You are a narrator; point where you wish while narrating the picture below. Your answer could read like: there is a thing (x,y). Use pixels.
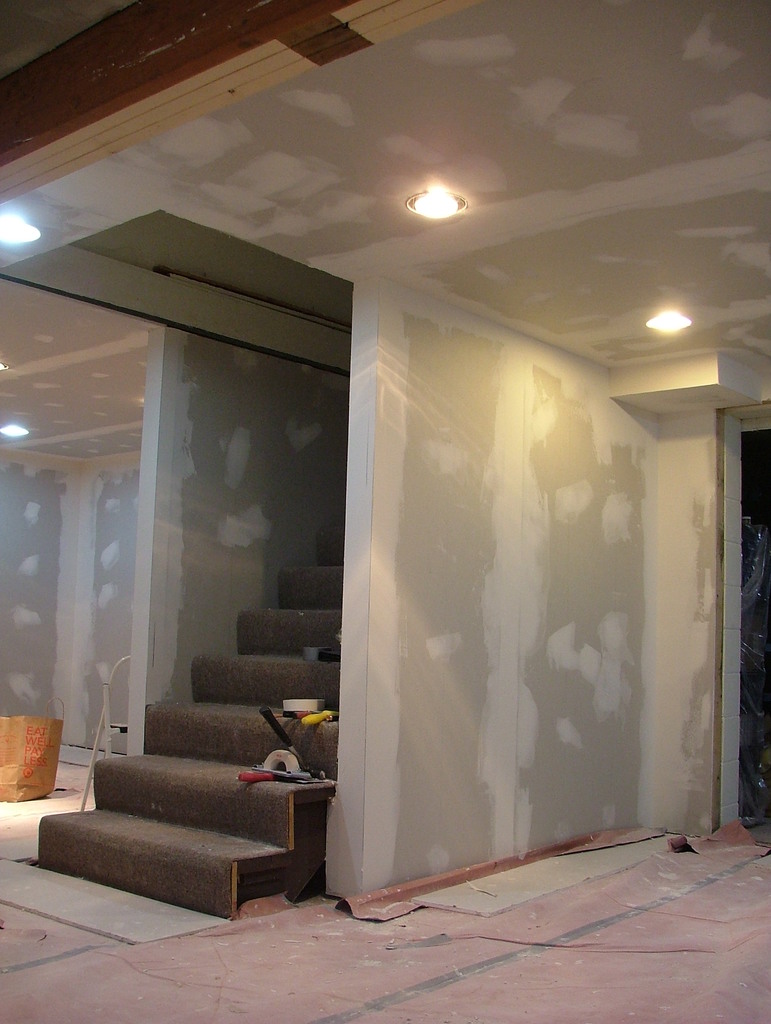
This is a picture of inside of the house (316,638), in this picture in the center (325,596) there are some stairs (197,873) and some instruments (293,777) and a wall (450,733) and on the left side (50,754) there is one bag (42,784). At the bottom (87,964) there is a floor (87,986), at the top (350,193) there is ceiling (403,190) and some lights (30,237).
